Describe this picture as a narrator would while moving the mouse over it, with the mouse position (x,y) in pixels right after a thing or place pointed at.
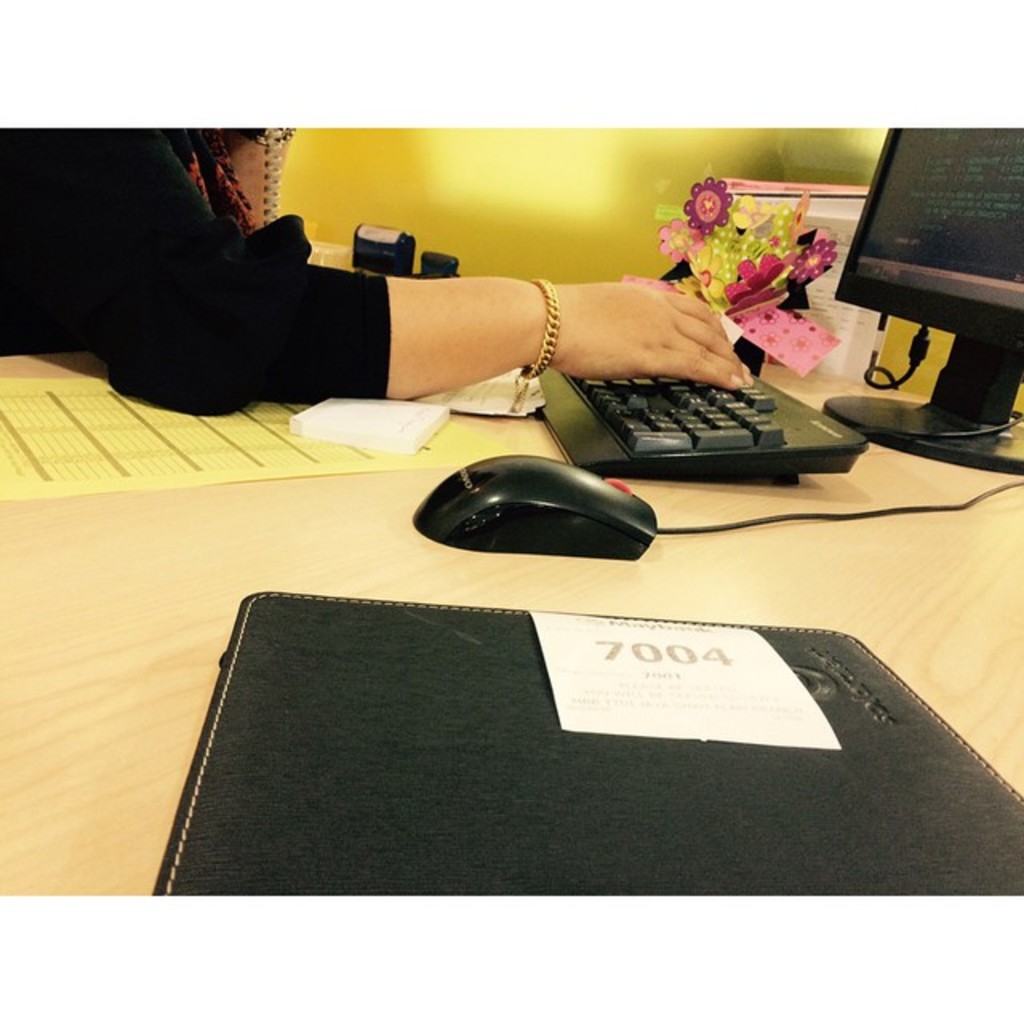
On the table (211,569) there is a file (847,698), monitor (938,436), keyboard (719,442), mouse (502,479) and a paper (179,441). A lady (162,303) with black t-shirt (189,281) is touching keyboard (671,413) and there is a colorful paper (743,257) on the table (832,480).
